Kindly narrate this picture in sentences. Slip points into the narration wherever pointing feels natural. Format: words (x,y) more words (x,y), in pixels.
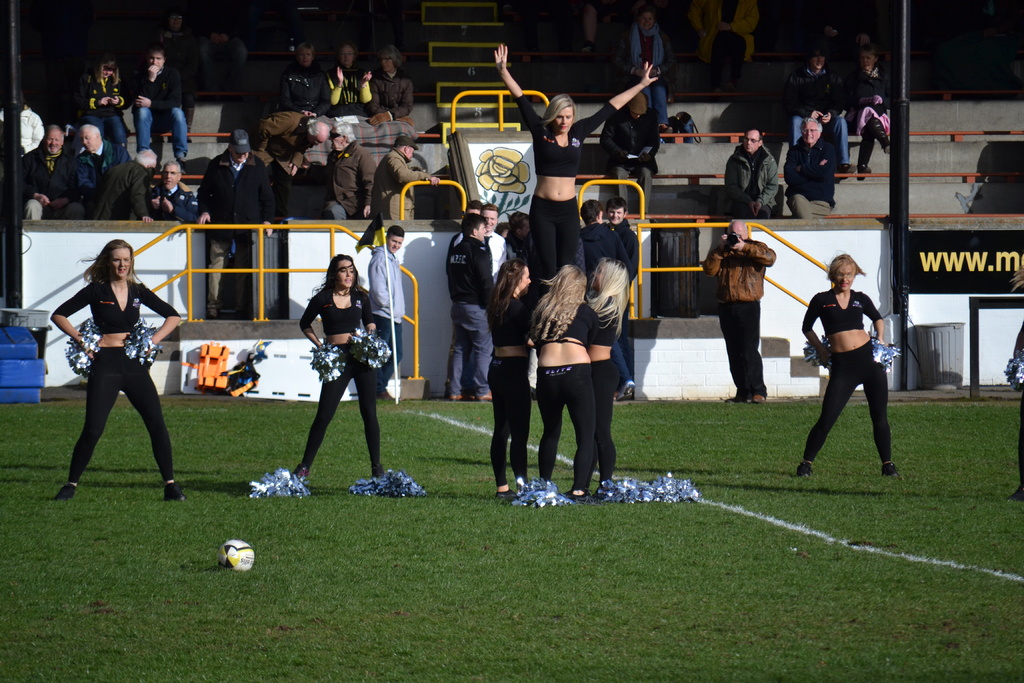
In this image, there are cheer girls (846,349) on the ground (861,419). There are some persons (299,86) at the top of the image (276,119) wearing clothes (315,77) and sitting on benches (423,135). There is a ball (239,556) in the bottom left of the image (240,570). There is a pole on the right side of the image (898,238).
